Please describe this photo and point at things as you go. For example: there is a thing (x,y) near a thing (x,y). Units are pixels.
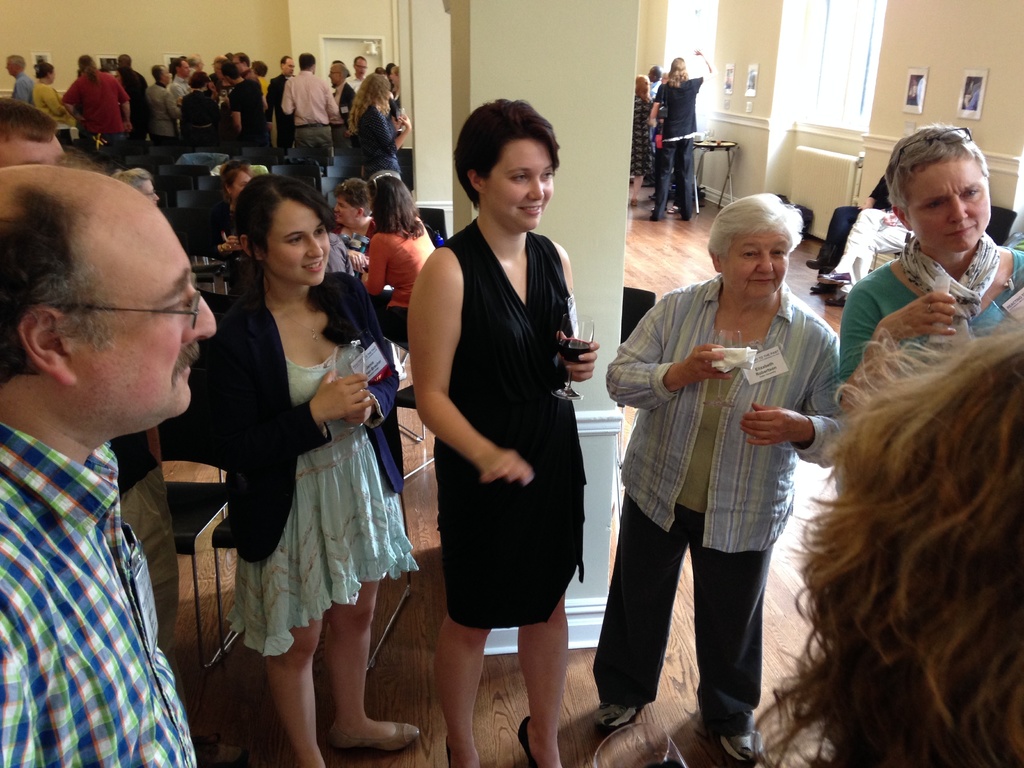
In this picture I can observe some people (240,364) standing on the floor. There are men (153,228) and women (419,298) in this picture. In the middle of the picture (597,394) I can observe a pillar (576,159). In the background (292,38) there is a wall (243,24).
